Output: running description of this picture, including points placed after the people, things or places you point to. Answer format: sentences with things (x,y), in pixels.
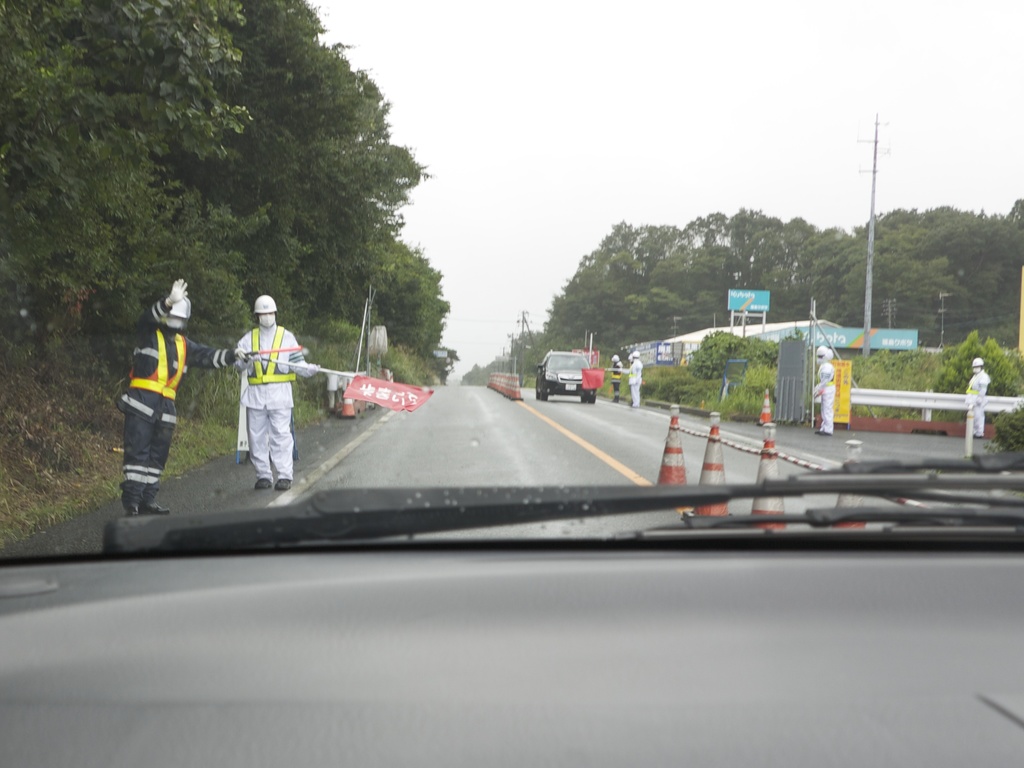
In the center of the image (551,372) there is a car (549,359). There are persons (153,361) holding flag (590,387). To the left side of the image (225,35) there are trees (152,261). To the right side of the image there are electric poles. At the center of the image (481,432) there is road (540,428). There are safety cones (663,471) in the image.
